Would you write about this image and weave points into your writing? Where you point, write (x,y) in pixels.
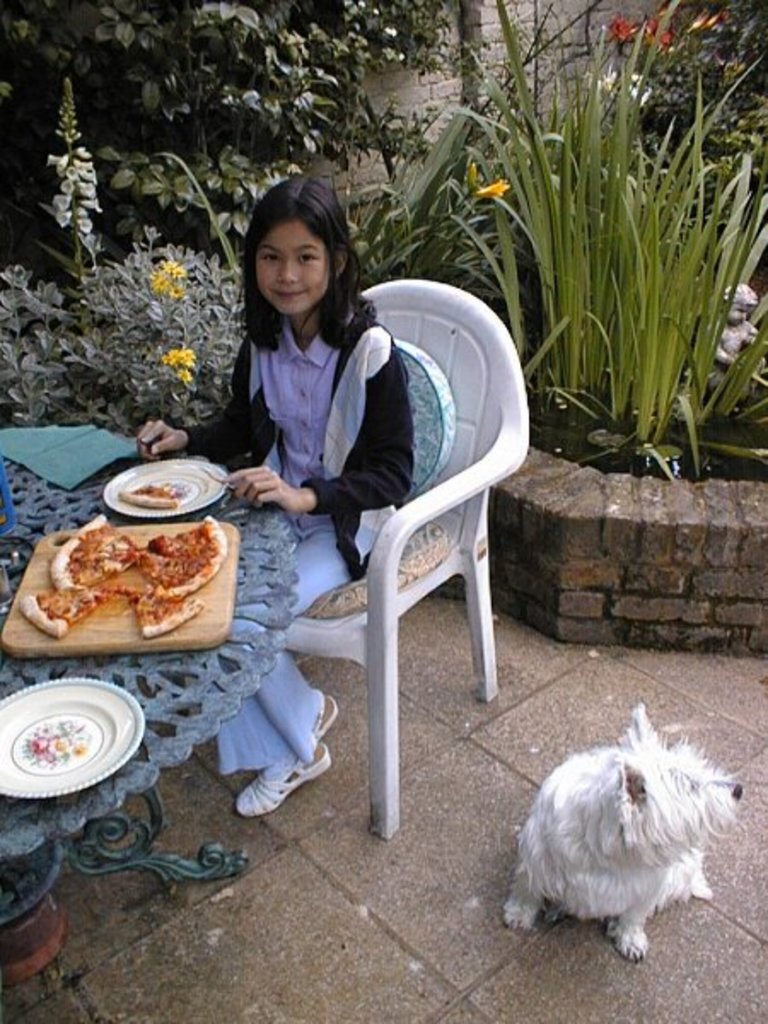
She is sitting on a chair (456,396). There is a table (201,698). There is a plate (134,722), pizza (193,583), fork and tissue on a table (210,674). We can see in the background (694,421) there is a tree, dog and flowers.
